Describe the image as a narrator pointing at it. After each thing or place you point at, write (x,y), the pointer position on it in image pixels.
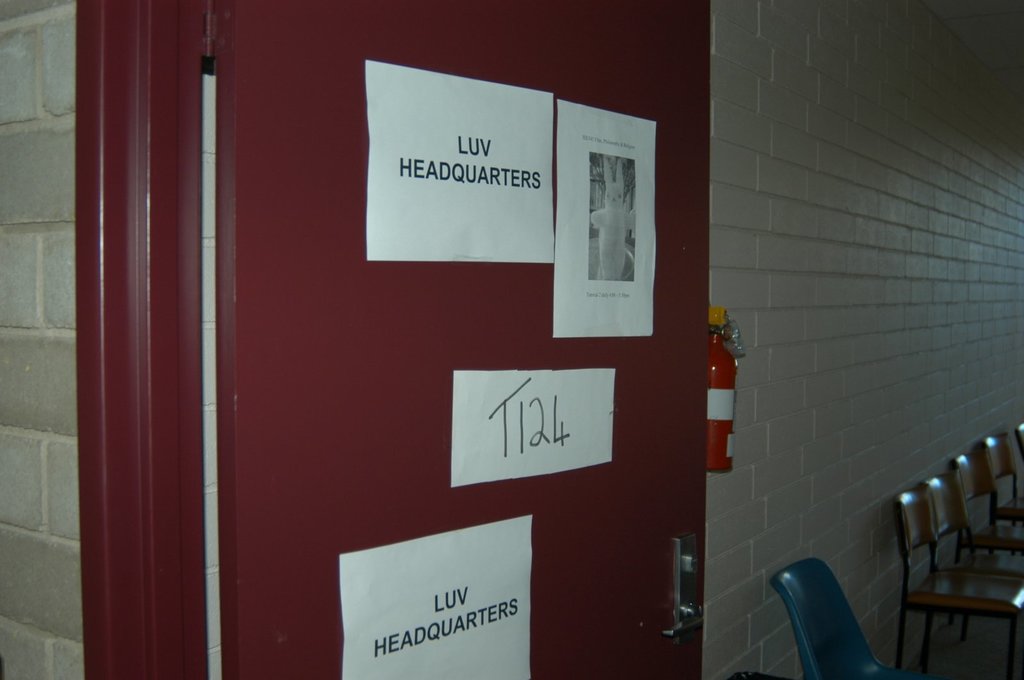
In this image I can see a maroon color door (427,298) and few white color papers (497,381) on it. I can see few chairs (789,596) and emergency gas cylinder (721,374). The wall (824,420) is in grey color.
